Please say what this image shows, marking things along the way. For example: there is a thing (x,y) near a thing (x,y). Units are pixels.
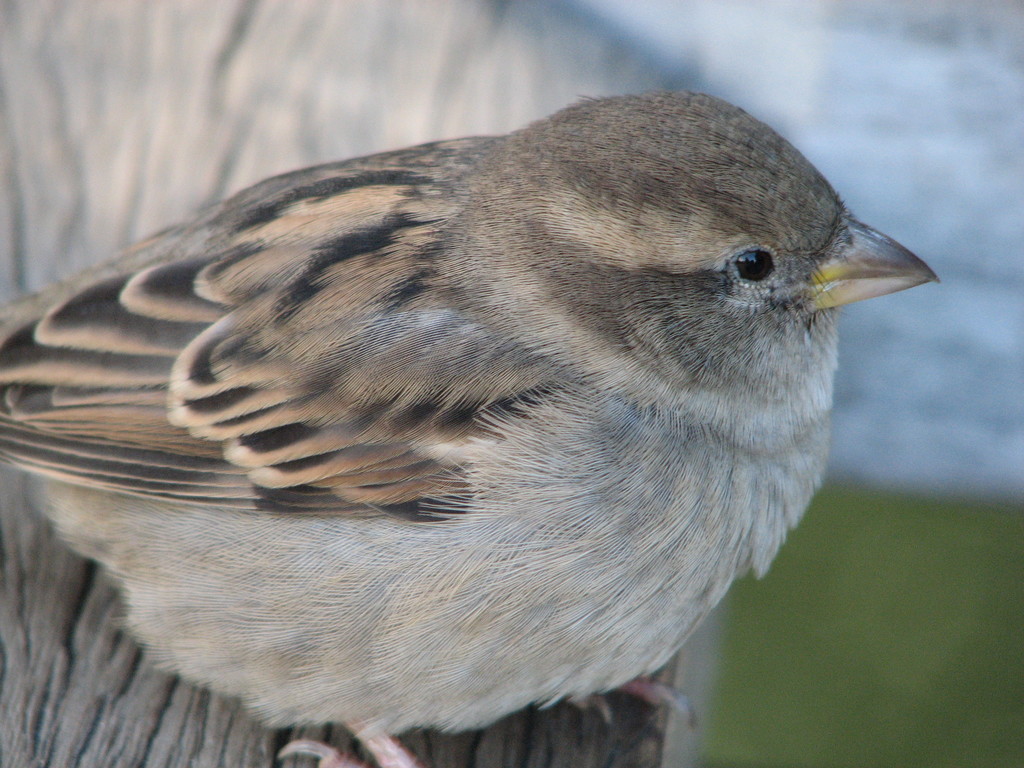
In this image we can see a bird (185,479) on the surface (565,701).
